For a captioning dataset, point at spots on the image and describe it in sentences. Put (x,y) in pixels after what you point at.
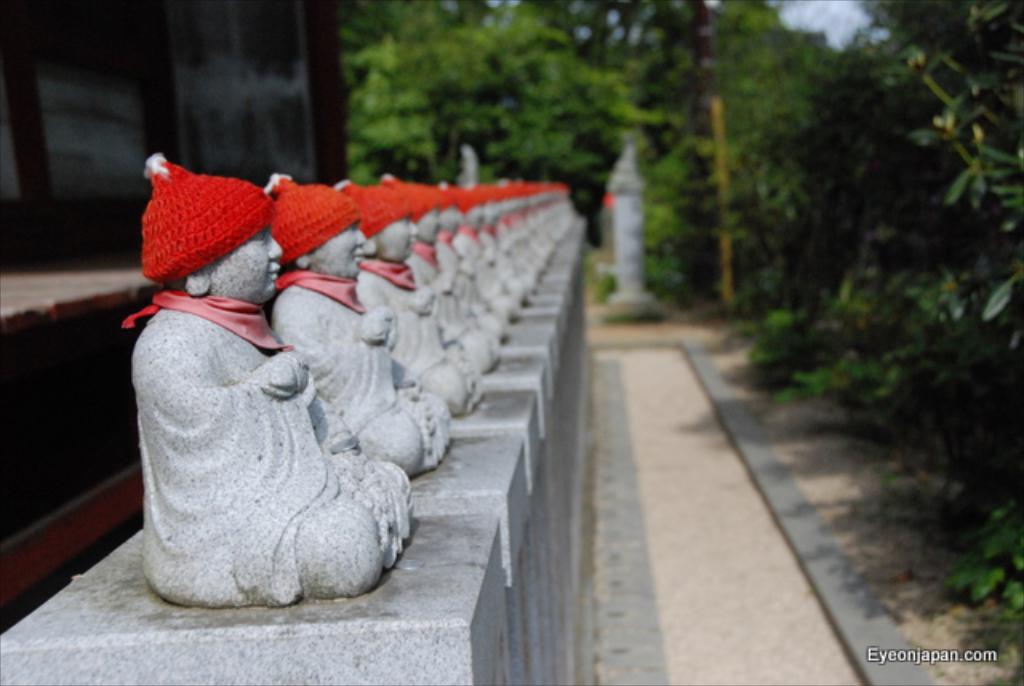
In the image there are many statues (519,199) on the white pillars (480,602). And there are red caps (283,193) on the statues heads (317,212). In the background (609,152) there are many trees (663,162) and also there is a blur background (517,91). In the bottom right corner of the image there is a name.
